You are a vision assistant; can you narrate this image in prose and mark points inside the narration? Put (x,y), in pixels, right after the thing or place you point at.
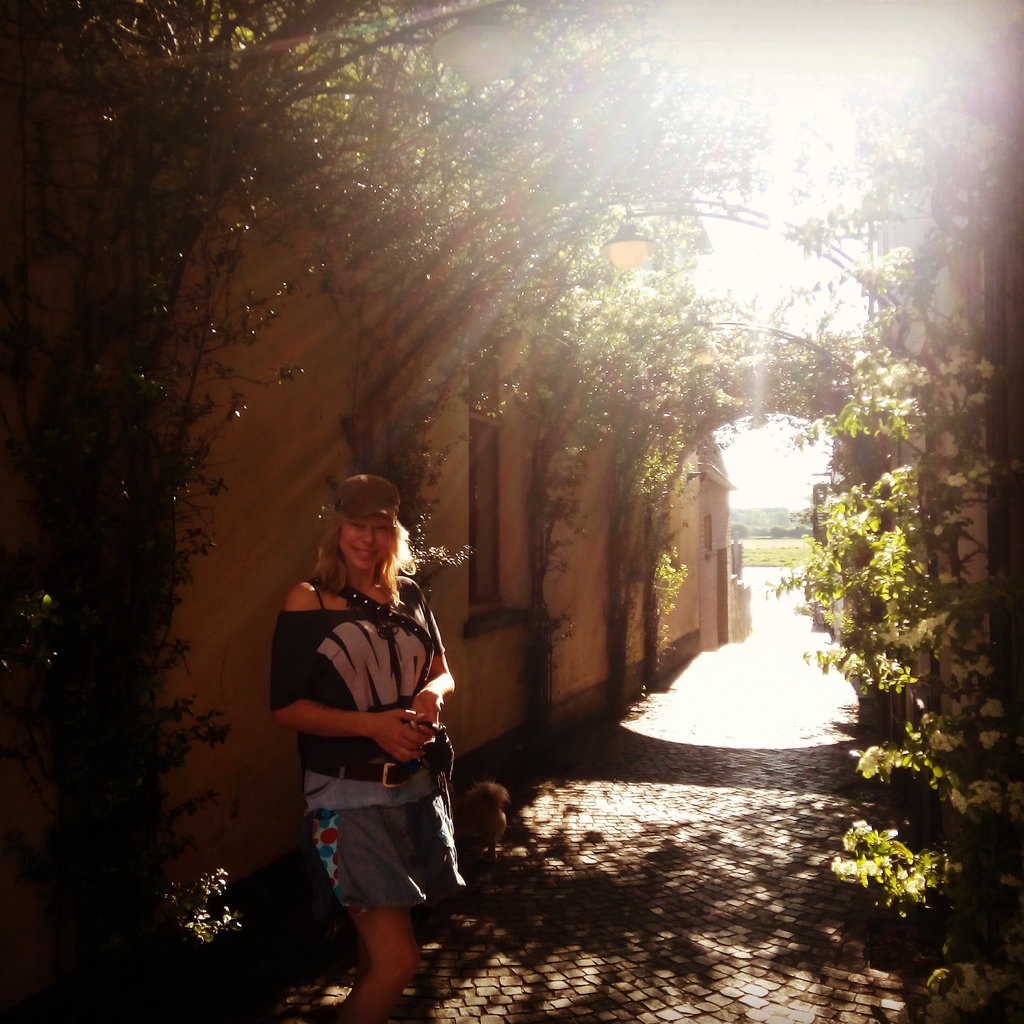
There is one woman (348,740) standing at the bottom of this image (341,729) and there are some trees (761,535) and some buildings (508,419) in the background (563,487).
